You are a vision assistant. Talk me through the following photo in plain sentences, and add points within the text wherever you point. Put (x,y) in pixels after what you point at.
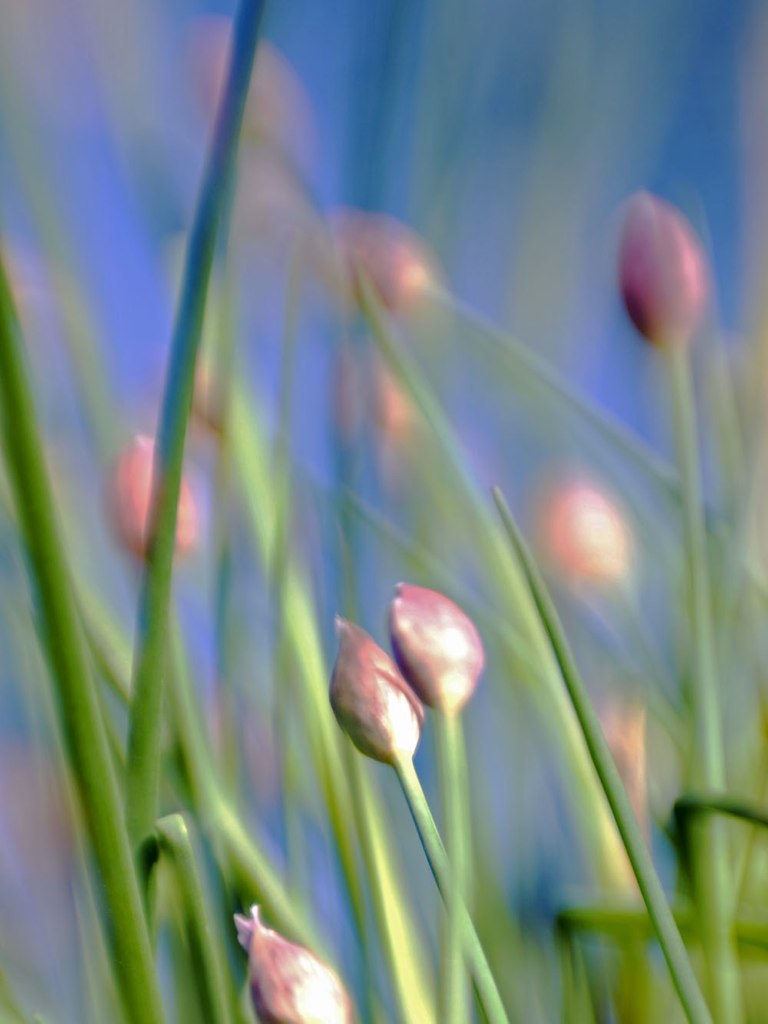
In this image in the foreground (193,736) there are some plants (245,829) and flowers (639,243), and in the background (440,128) there is sky (130,225).
